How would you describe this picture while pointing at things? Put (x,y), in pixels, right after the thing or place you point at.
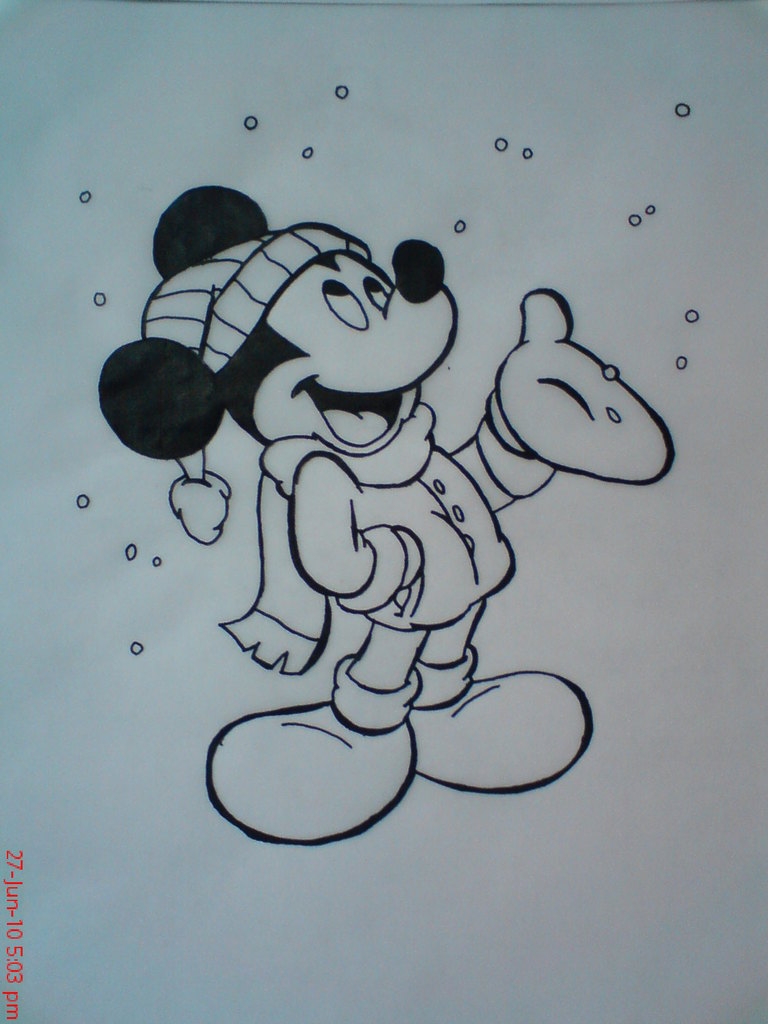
This is a sketch. In this picture we can see a Mickey mouse (326,836).
